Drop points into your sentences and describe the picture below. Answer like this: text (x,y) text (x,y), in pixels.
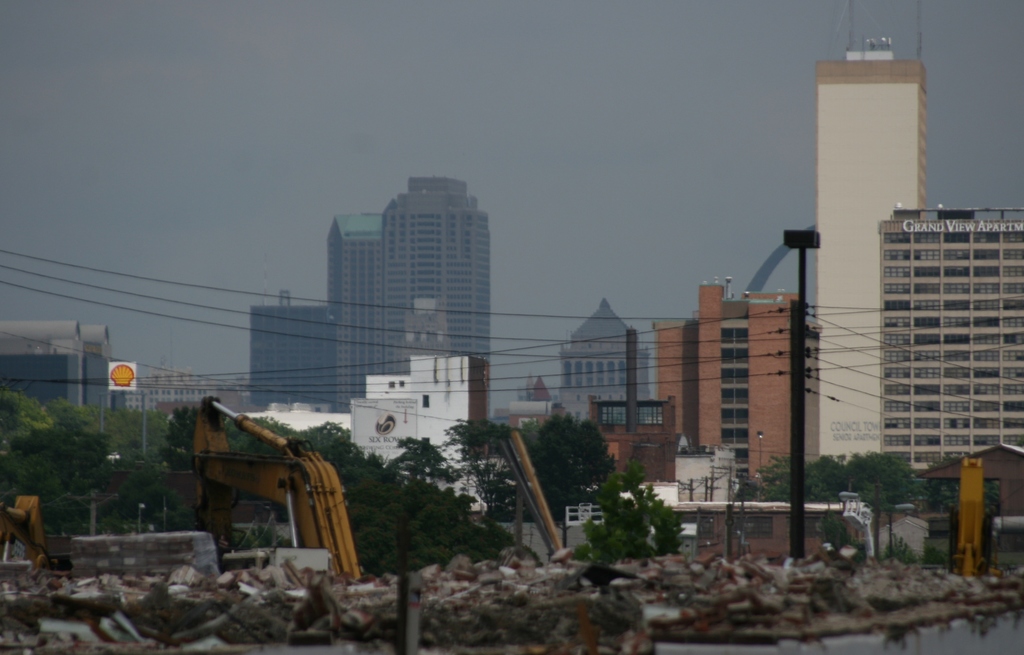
In the foreground of the picture (979,632) there is a demolished construction (93,574) and there are cranes (341,512). In the center of the picture (449,356) there are buildings (681,446), trees (562,419), current pole (792,326), cables (23,379). Sky (787,134) is cloudy.
